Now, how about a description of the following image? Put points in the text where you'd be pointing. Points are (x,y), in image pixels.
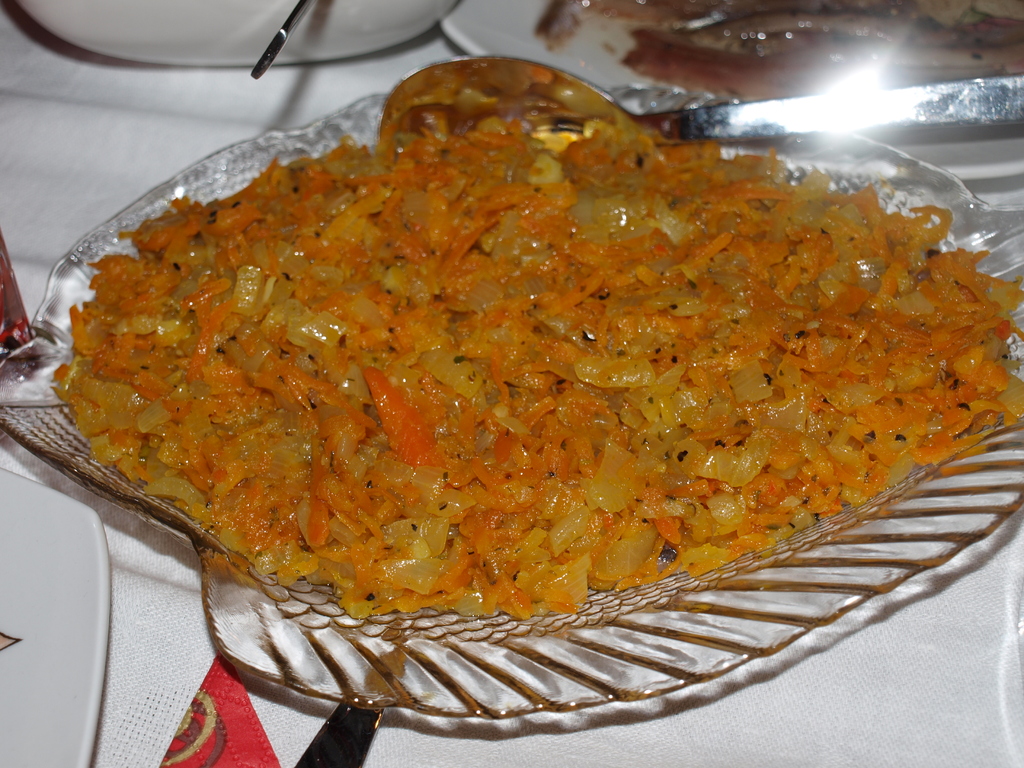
In the image we can see a transparent plate (580,668), in it there is a food item (434,419). There are even other things (55,572), this is a spoon (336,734).
